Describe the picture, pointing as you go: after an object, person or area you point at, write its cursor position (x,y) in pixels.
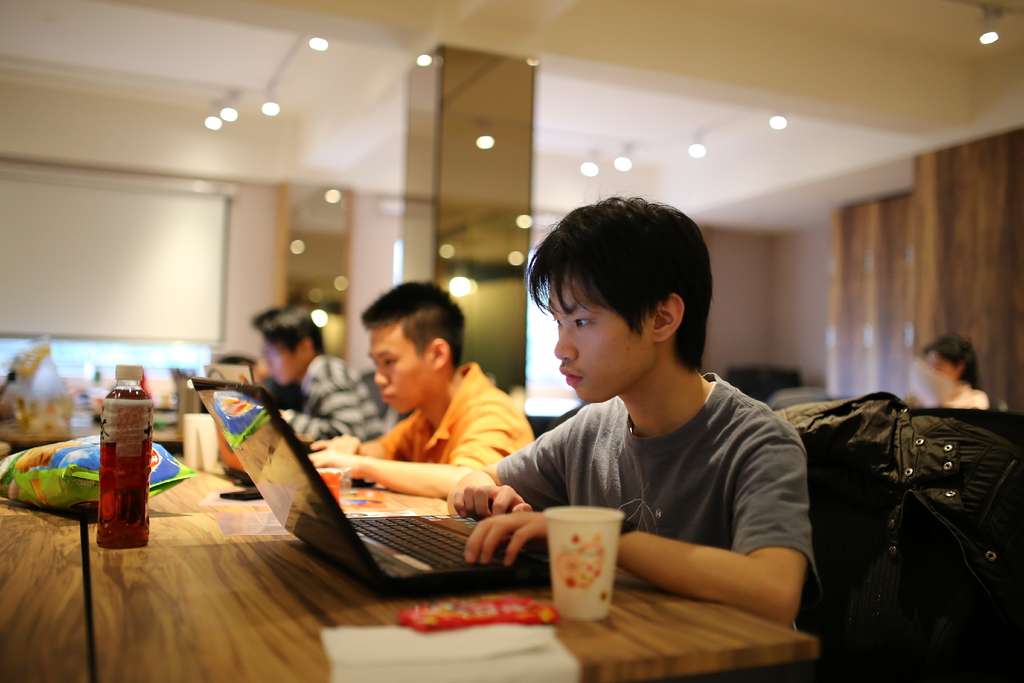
In the picture we can see some boys (719,445) are sitting on a chairs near the table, on the table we can see some laptops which they are working on it and we can also see a bottle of drink glass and some packet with tissues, in the background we can see one girl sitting and working and we can also see the wooden walls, pillars (472,286), lights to the ceiling (76,81).
